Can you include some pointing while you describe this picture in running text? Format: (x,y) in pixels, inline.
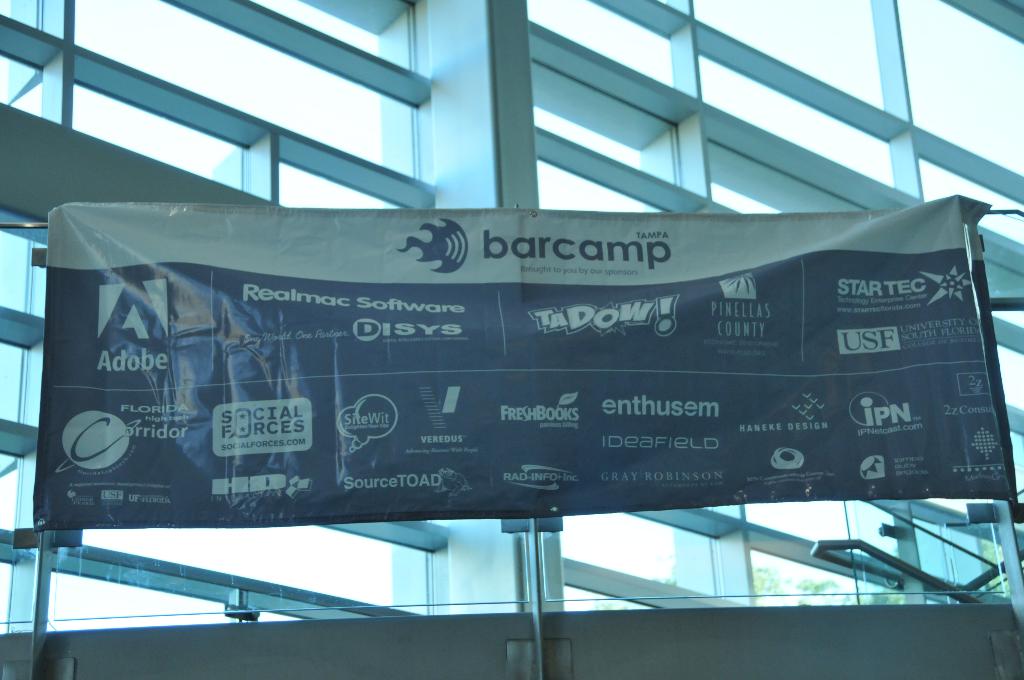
In the foreground of this image (424,371), there is a banner (293,347) to the glass railing (455,548). In the background (698,94), there is a glass wall (845,36) and through the glass (803,30), there is the sky (806,32).
